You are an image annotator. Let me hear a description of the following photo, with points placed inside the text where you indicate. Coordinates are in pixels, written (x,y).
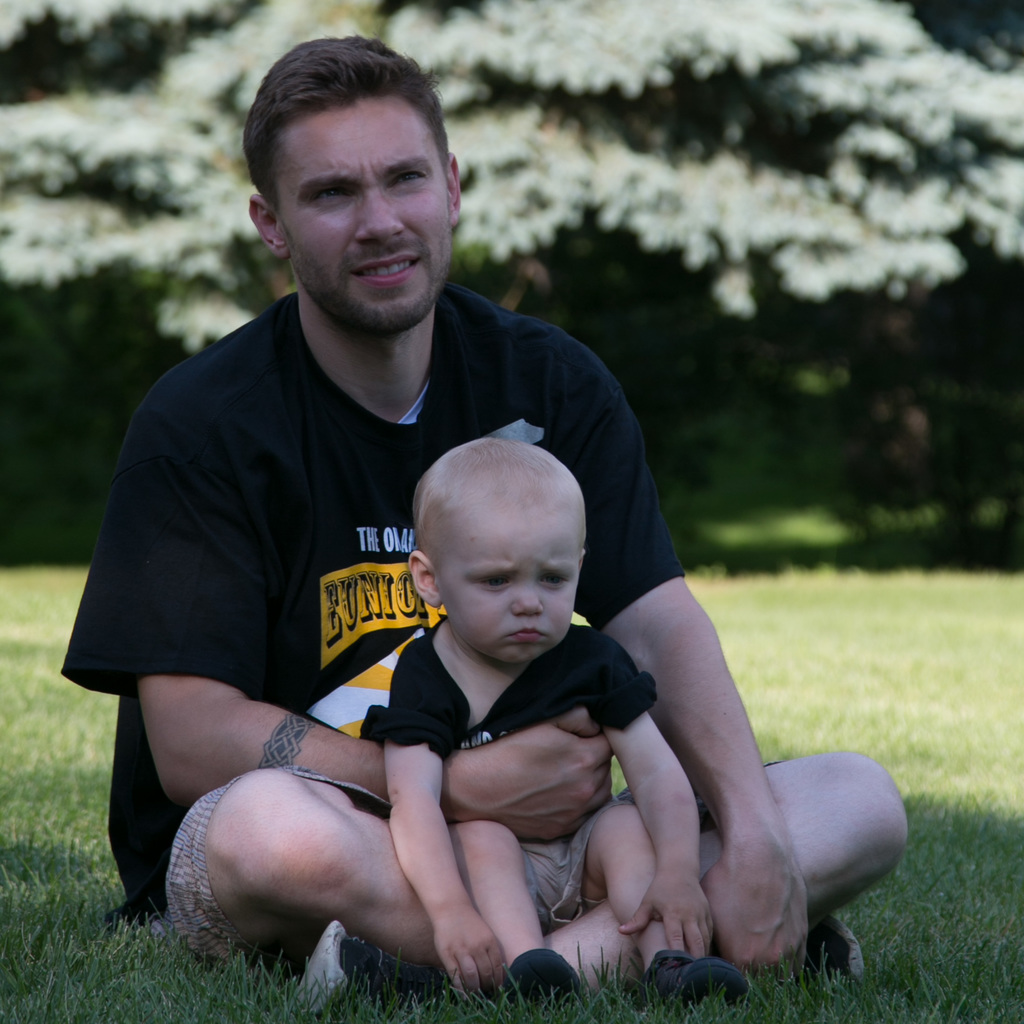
In this image I can see a man (202,812) sitting on the grass (168,971) and a child (488,670) is sitting on his lap (211,797). He is wearing a black t shirt (315,534) and there are trees (753,162) at the back (794,357).
